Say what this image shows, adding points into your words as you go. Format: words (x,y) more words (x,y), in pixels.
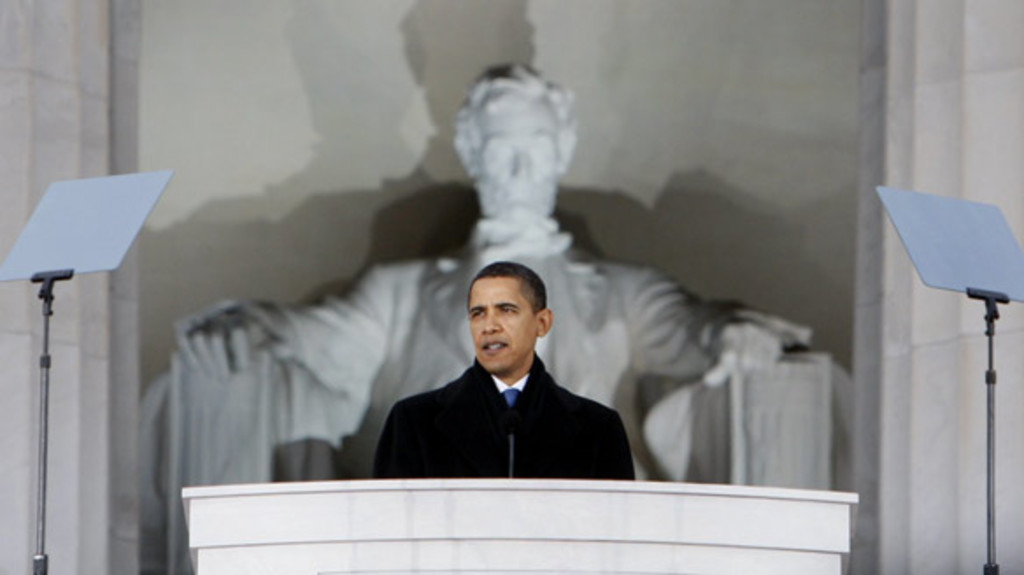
In this picture we can see a person (545,318) in front of a podium (496,488). There is a microphone (509,441) visible on this podium (659,563). We can see a few objects (1010,237) on the right (997,241) and left side of the image (38,273). There is a statue (253,404) and some shadows (699,232) visible on a white background (309,223).
